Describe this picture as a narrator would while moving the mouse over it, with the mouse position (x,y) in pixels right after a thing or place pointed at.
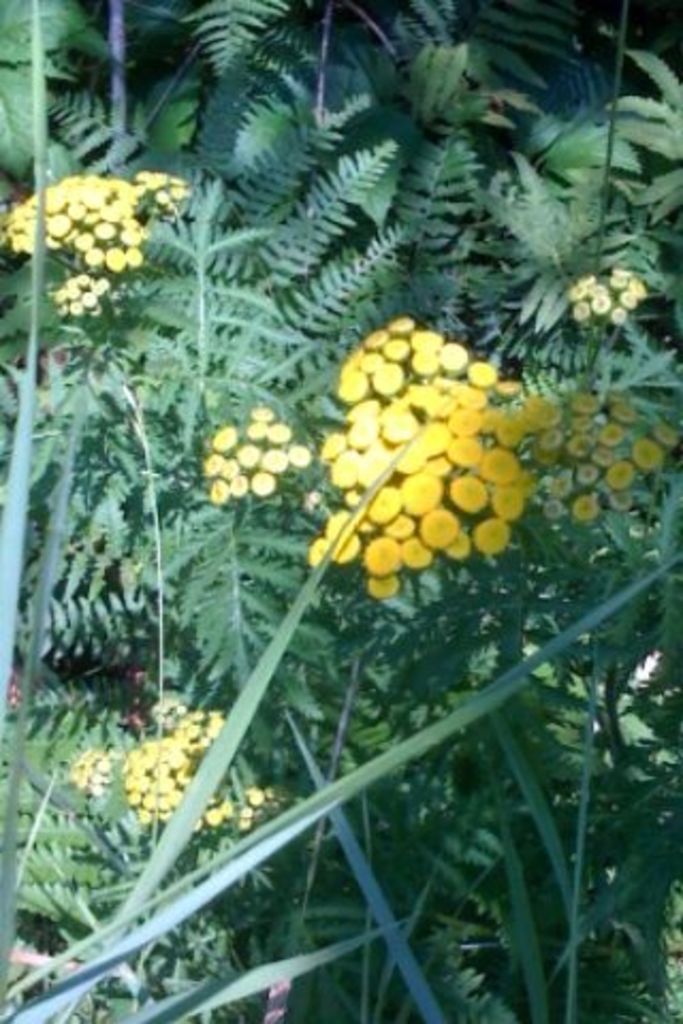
In this image we can see some flowers (505,536) and there are many leaves (357,302) and plants (398,650).
